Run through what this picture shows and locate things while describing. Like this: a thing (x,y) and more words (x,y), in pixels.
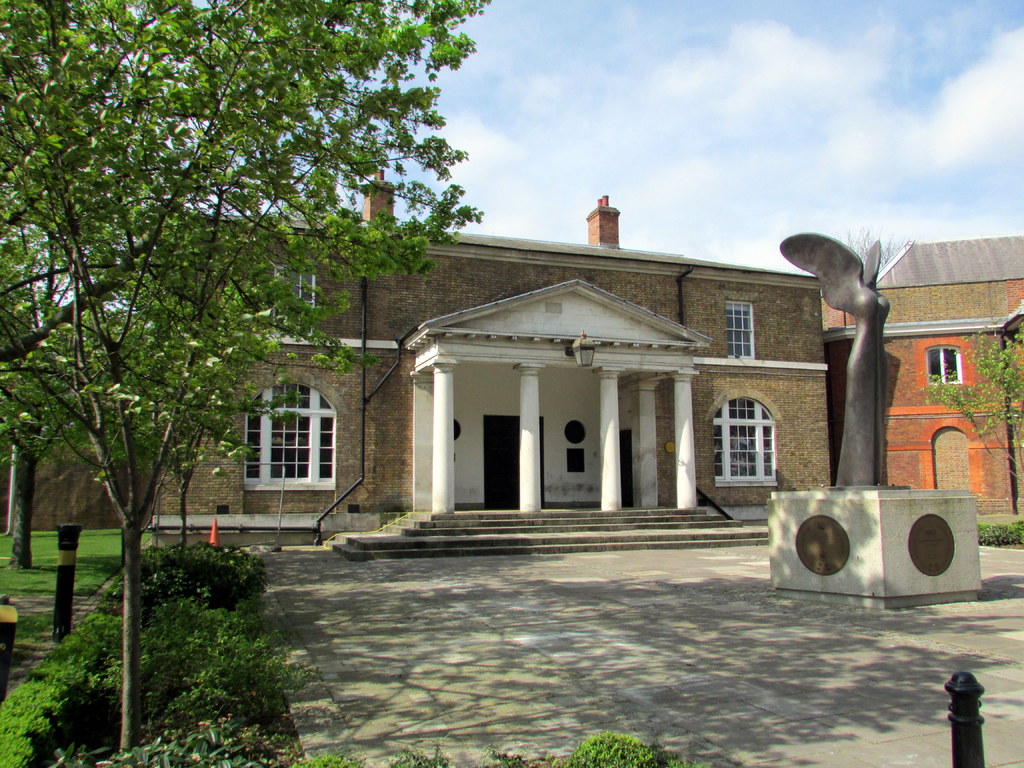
In this image, we can see buildings (800,428). There is a sculpture (860,396) on the right side of the image (863,410). There are trees (192,382) on the left side of the image (12,323). There are some plants (203,682) in the bottom left of the image (167,687). There is a sky (729,167) at the top of the image (679,71).
